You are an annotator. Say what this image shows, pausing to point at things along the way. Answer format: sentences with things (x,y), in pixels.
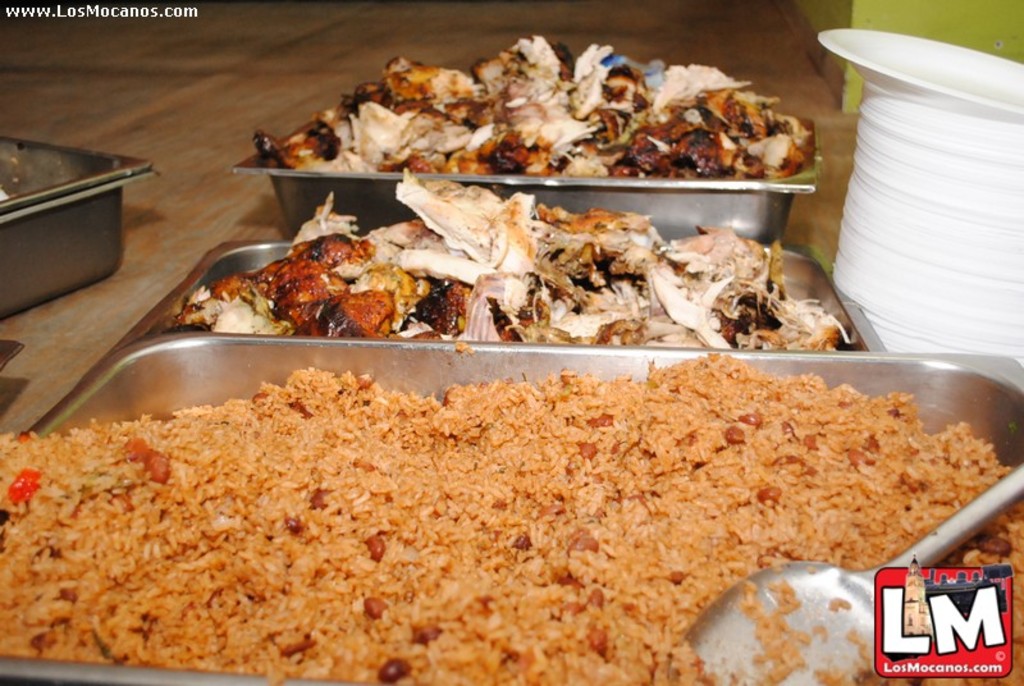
In this image there is a table (224,196), on that table (174,160) there are trays (644,204), in that trays (654,214) there is a food item (533,97) and there are plates (878,170), in the bottom right (914,620) there is logo (940,593), in the top left (26,16) there is text (14,12).
